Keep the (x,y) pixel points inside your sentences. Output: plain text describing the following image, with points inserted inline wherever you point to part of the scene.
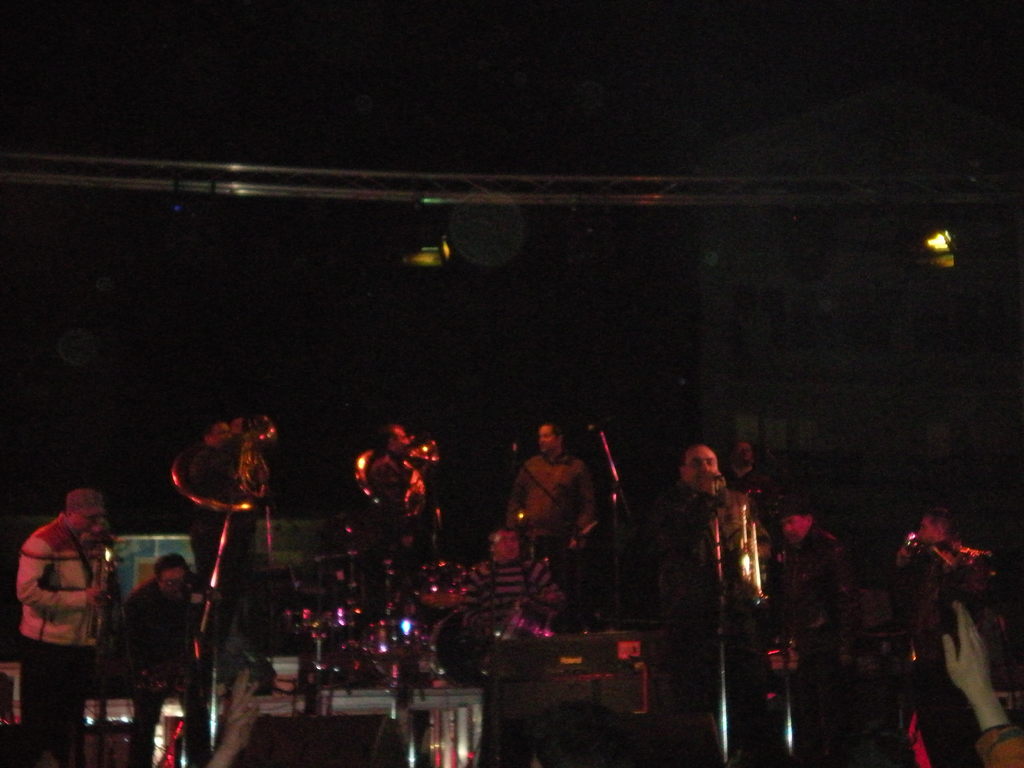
In this image I see few people (58,755) and most of them are holding the musical instruments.
